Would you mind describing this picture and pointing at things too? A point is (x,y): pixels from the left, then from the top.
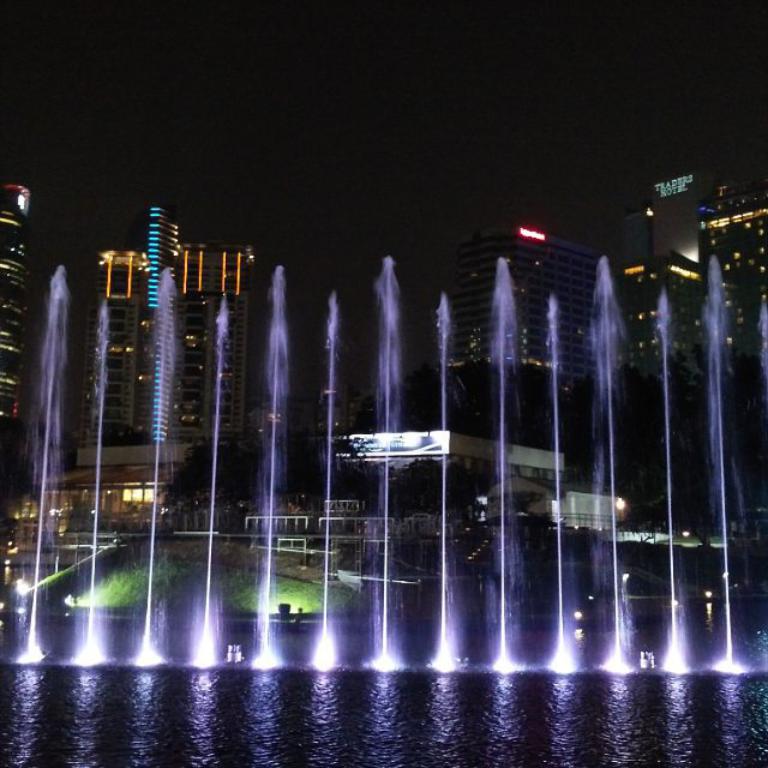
This is a night view of an image. In this image there are buildings (106,418), in front of the buildings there is a fountain (80,640).
